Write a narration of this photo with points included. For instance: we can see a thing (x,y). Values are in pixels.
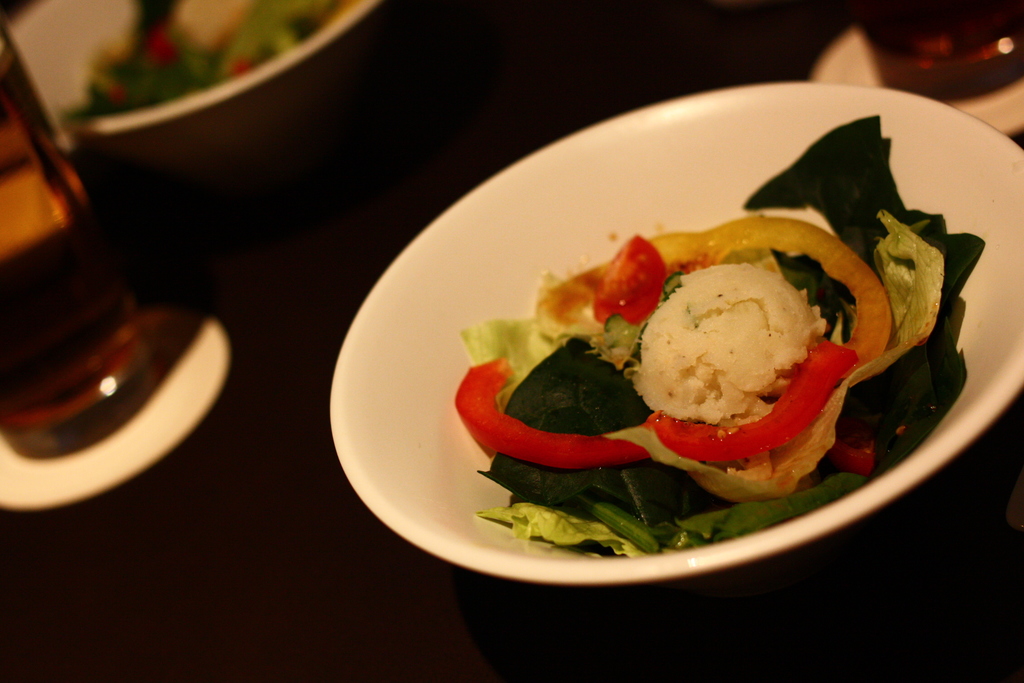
In this image we can see a food item (632,323) in a white color bowl (556,557) on the black color surface (475,626). We can see a glass (51,354) on the left side of the image (133,398). It seems like glass (881,12) is the right top of the image (912,24). At the top of the image (237,41), we can see a bowl (246,78) and food item (232,46).
